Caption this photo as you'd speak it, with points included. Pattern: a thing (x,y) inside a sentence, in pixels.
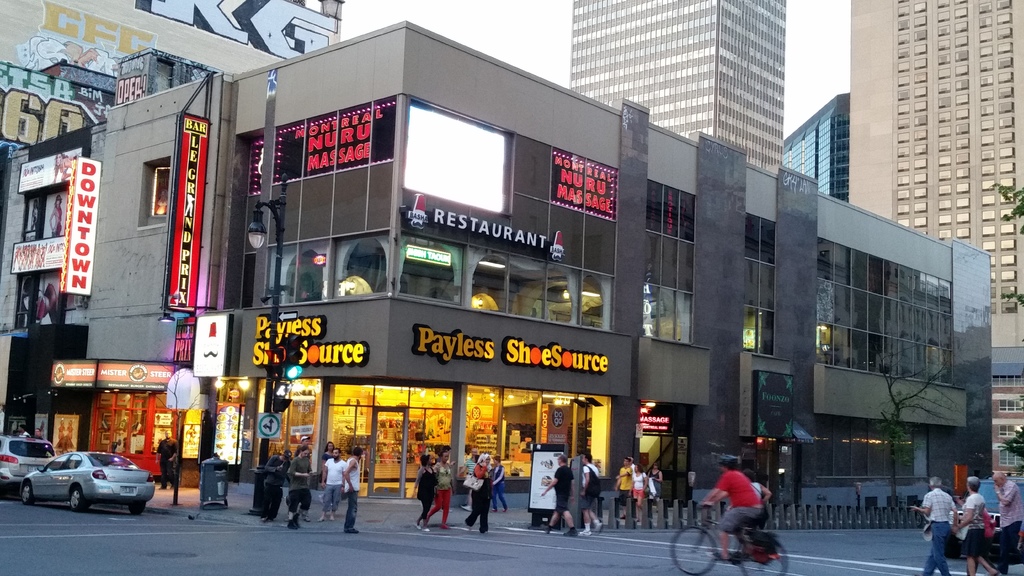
In this image, at the bottom (707,507) there is a person (738,511) riding a bicycle (736,552). In the middle (370,205) there are many people (624,497), vehicles (63,462), buildings (147,300), posters (533,472), boards (81,240), text (317,347), shops (445,432), pole (278,222), streetlight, tree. At the top (521,13) there is sky (503,22).
